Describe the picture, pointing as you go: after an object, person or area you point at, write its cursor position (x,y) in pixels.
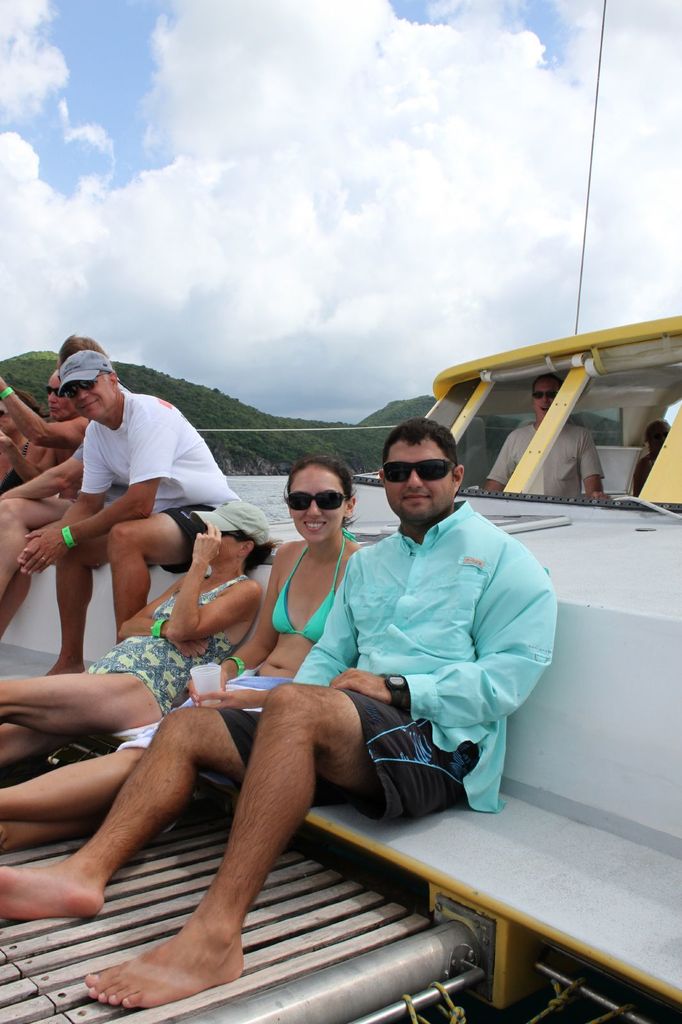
In this image, we can see some people (267,600) sitting, at the top (277,199) there is a sky (372,388) which is cloudy.
